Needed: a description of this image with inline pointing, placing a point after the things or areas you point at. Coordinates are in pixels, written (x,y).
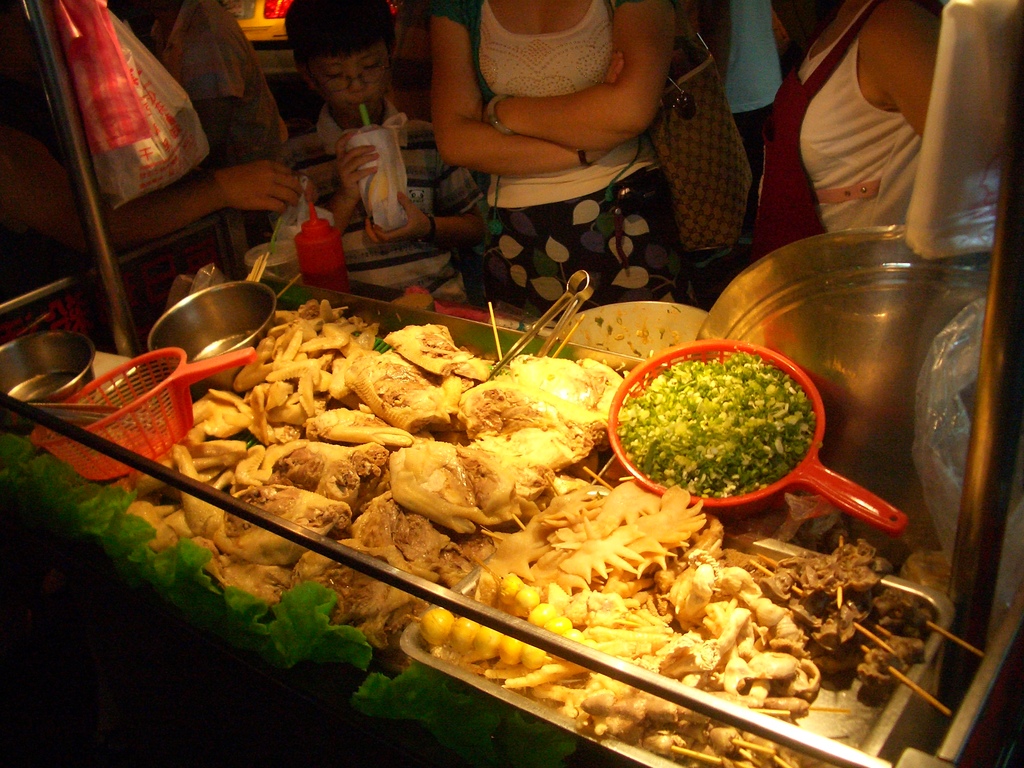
In this image we can see some food items (613,381) in the trays (739,754), there are bowls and some other objects (437,600), also we can see a few people (531,92).
